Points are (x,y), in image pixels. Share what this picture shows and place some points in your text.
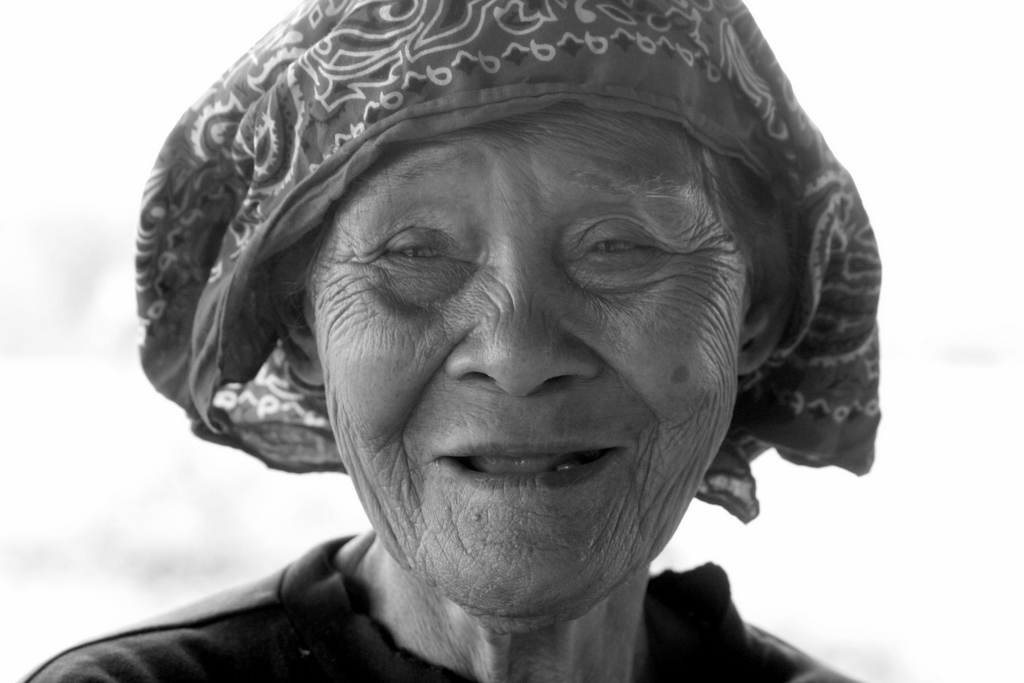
In this image we can see an old lady (500,492). A lady (518,522) is smiling at the image.
